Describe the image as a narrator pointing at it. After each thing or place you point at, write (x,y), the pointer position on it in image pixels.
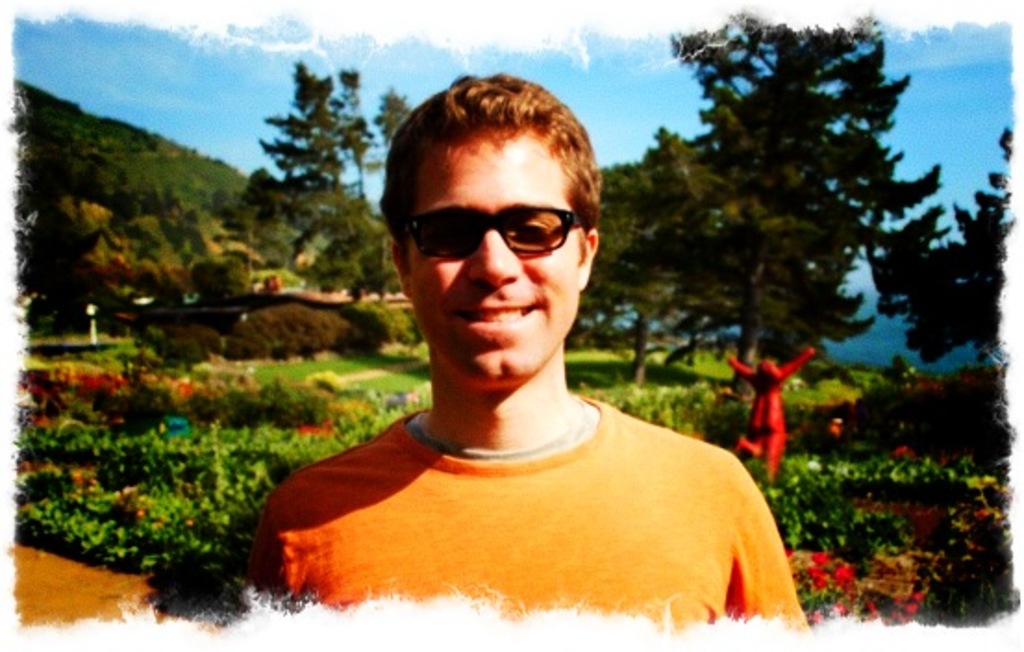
In the foreground (696,559) I can see a man (665,485). In the background (264,348) I can see plants (236,441), grass (307,374), trees (696,301), a person (762,380) and mountains (170,158). On the top (252,129) I can see the sky (401,88). This image is taken during a day in a park (762,425).
